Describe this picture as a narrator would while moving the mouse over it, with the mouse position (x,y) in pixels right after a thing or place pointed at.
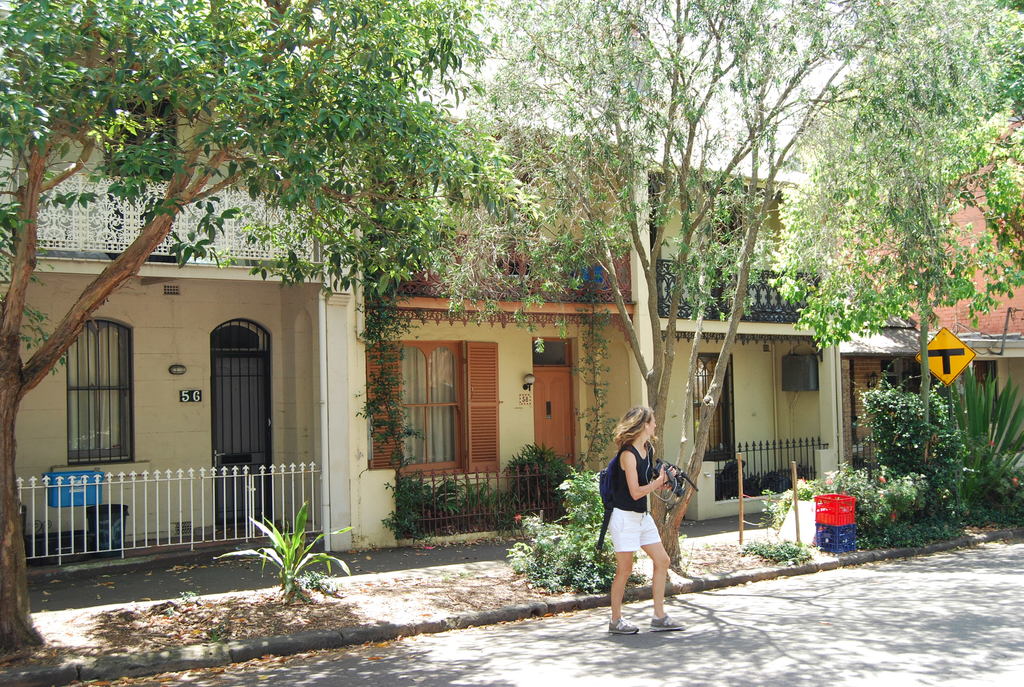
This image is taken outdoors. At the bottom of the image (655,663) there is a road (668,657). In the middle of the image (641,441) a woman (624,549) is standing on the road (615,645) and she is holding a camera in her hands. In the background (1013,441) there are a few trees (715,244) and plants (771,554) and there is a house (185,336) with walls (153,382), windows (465,413), doors (543,400), railing (784,311) and roofs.
